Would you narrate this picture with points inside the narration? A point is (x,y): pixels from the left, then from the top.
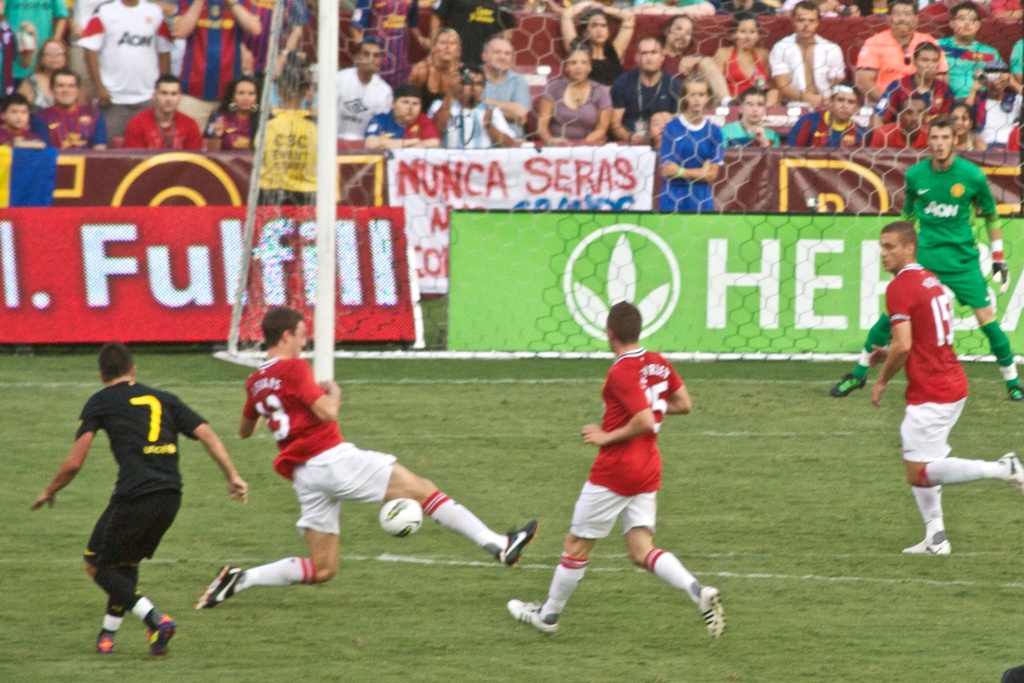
In the image we can see there are people (355,456) running, they are wearing clothes (310,430), shoes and socks (307,581), and it looks like they are running. Here we can see the ball (422,520), grass (725,467), net (580,225), posters (166,251) and text (166,251) on the posters (148,206). Here we can see the audience (200,89) and some of them are standing, they are wearing clothes (388,69).
